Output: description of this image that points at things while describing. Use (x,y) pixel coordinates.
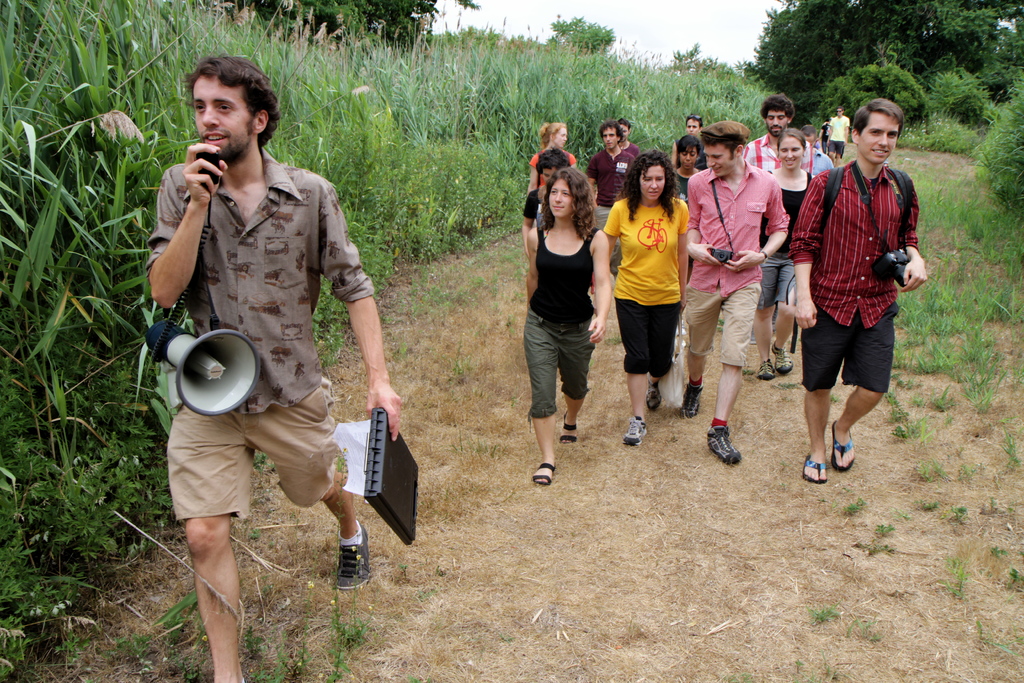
In this image I can see there is a man (236,419) walking on the left side (232,324) and he is holding a speaker (216,340), microphone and a black color object (397,463). There is a group of people (653,276) walking in the background (894,227) and there are a few plants (405,161) and trees (968,46). The sky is clear.
